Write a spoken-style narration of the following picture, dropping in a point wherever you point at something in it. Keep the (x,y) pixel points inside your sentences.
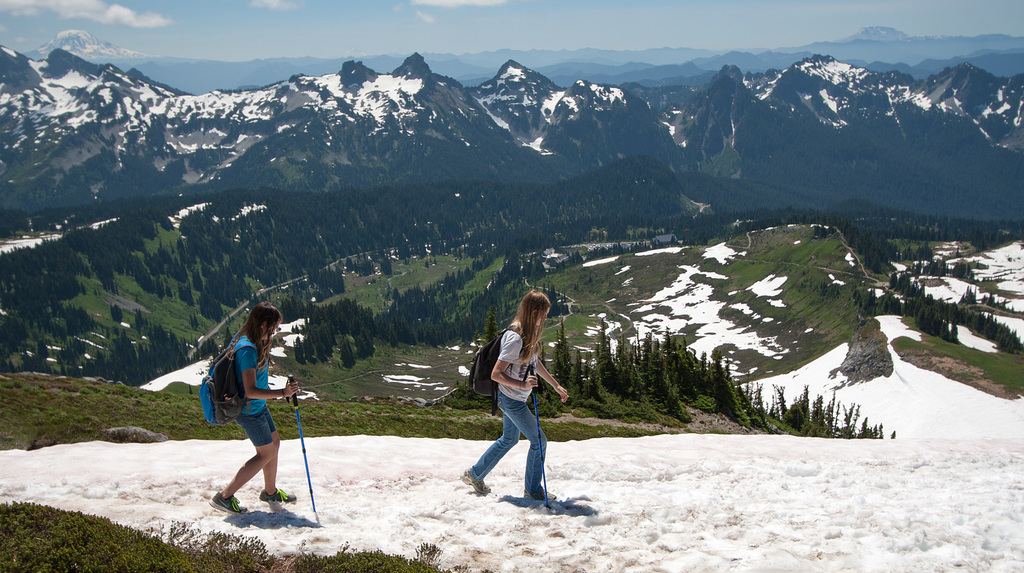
In this image I can see few mountains (660,178), few trees (463,324), snow (459,452) and two people (262,352) are walking. They are holding sticks (545,481) and wearing bags (496,409). The sky (422,45) is in blue and white color.
